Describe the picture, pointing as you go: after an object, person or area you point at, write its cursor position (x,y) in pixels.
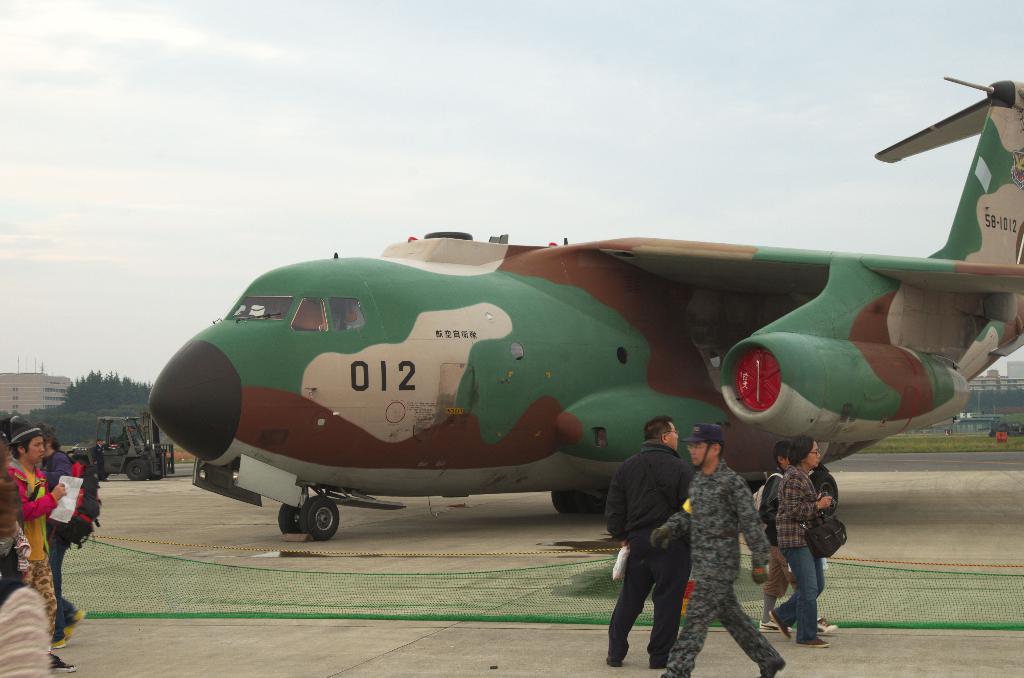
In the image we can see an airplane (494,426) and there are people (45,539) walking, wearing clothes (667,598), shoes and some of them are wearing cap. Here we can see the net (304,592), footpath (977,489), trees (73,410), buildings (1020,382), grass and the cloudy sky (203,195).
